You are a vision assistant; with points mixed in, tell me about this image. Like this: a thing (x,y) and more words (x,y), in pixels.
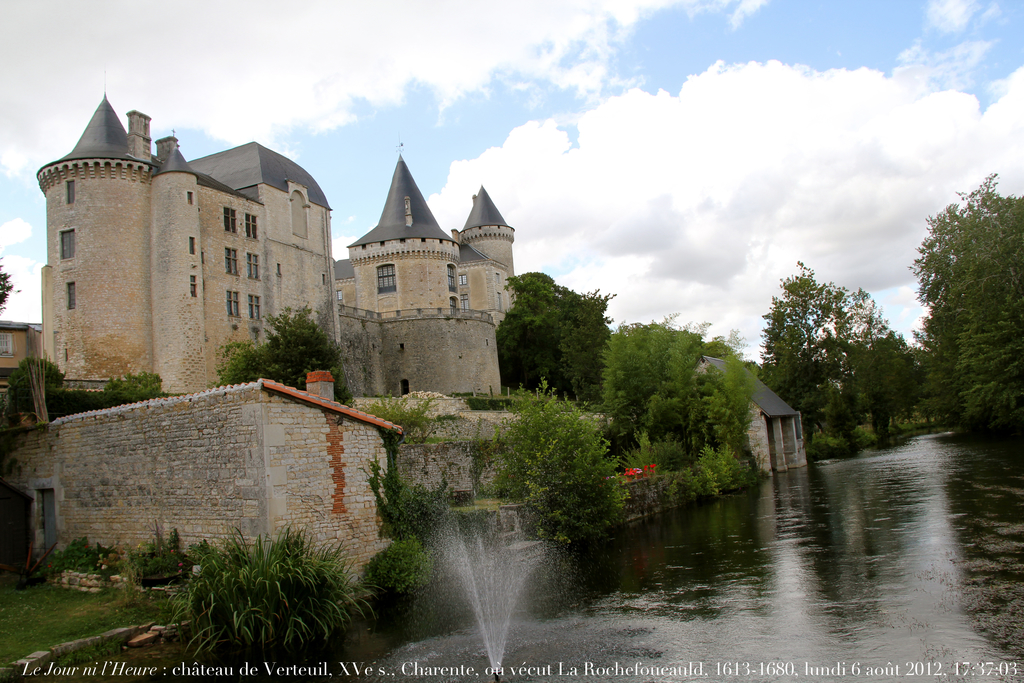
In this image I can see the water (631,578) and the fountain (503,593). To the side of the water (857,566) there are many trees (521,424) and the building (216,284) with windows (248,277). In the background (283,127) I can see the clouds (511,143) and the blue sky (873,31).
